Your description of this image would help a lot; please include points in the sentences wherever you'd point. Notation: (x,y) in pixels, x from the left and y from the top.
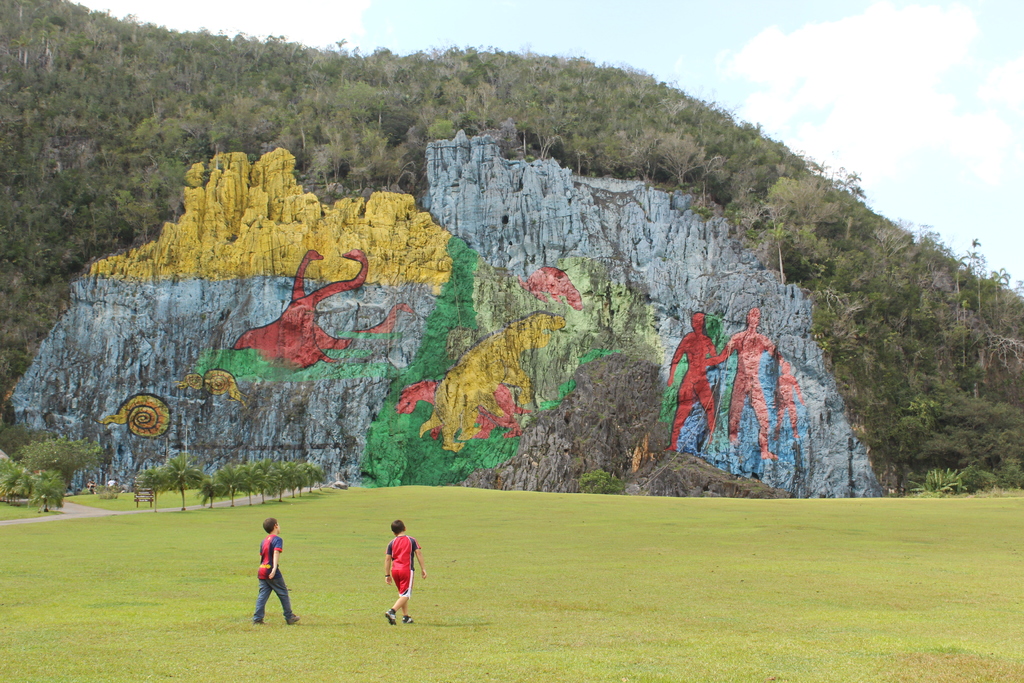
In this image we can see two persons (271,559) walking. On the ground (224,571) there is grass (570,625). In the back (332,346) there is rock (297,263) with graffiti (396,312) on that. Also there are trees (766,224) and there is sky (716,38) with clouds (885,101).
